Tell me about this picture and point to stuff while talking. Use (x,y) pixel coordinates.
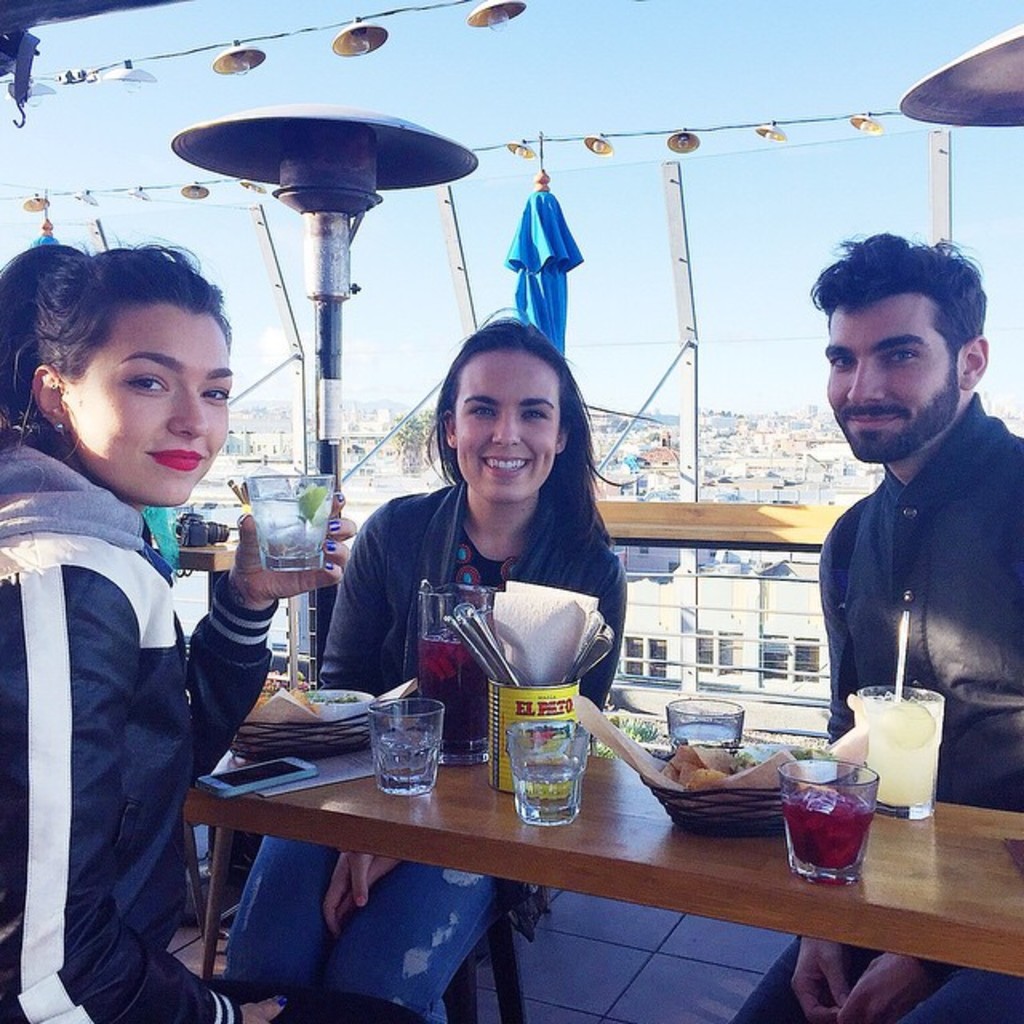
We can see 3 people (133,636) sitting on chairs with table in front of them and there are mocktails (883,698) present on the table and all of them are smiling.
